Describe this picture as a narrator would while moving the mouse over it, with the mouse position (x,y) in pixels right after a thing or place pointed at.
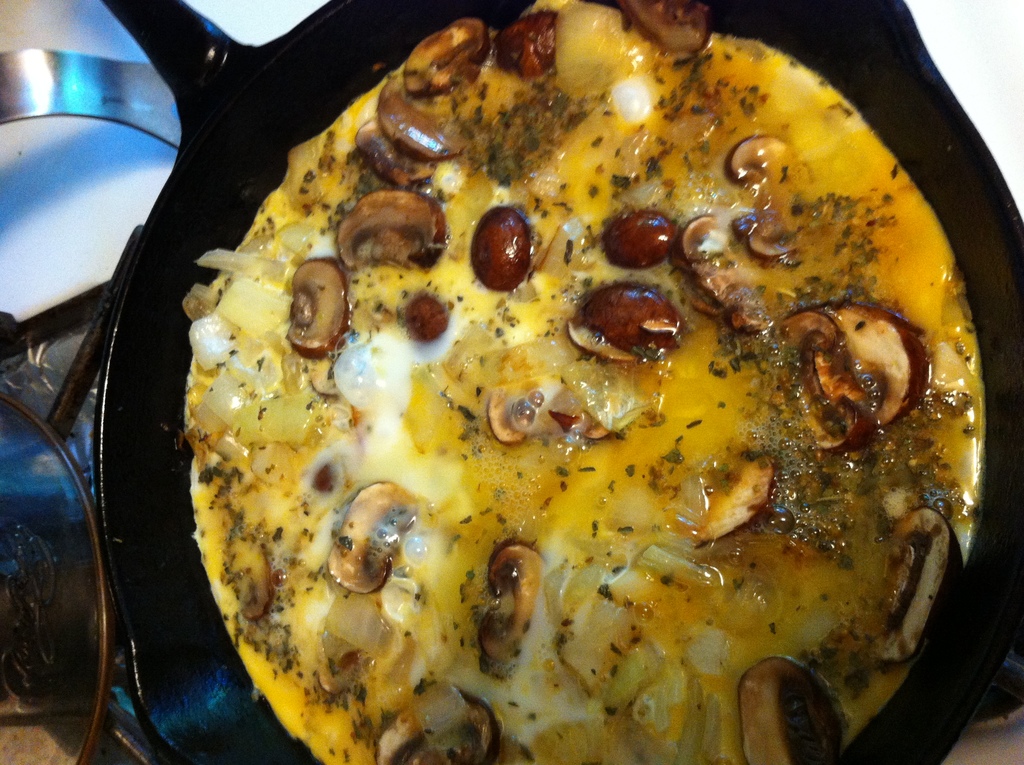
In the picture I can see food items (456,362) in a black color object (396,14). In the background (14,606) I can see some other objects (14,606).
